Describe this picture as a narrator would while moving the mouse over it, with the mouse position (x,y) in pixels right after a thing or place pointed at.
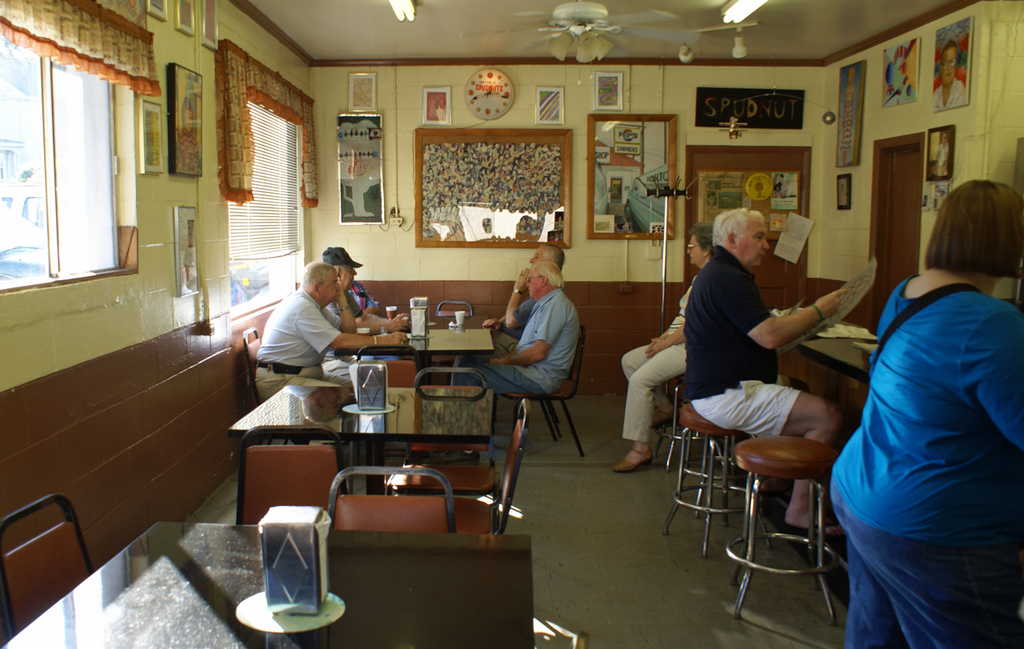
There are few people (326,303) sitting on the chairs (467,388). These are the tables (459,422) with a object (313,548) on it. This is a desk (840,352) with a paper (847,332) on it. These are the photo frames (641,160), wall clock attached to the wall (688,111). This is a ceiling fan (602,49) attached to the rooftop (537,36). These are the windows (268,183) where curtains (248,115) are hanging. This is a tube light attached to the rooftop (773,20). This is looks like a door (897,206).
